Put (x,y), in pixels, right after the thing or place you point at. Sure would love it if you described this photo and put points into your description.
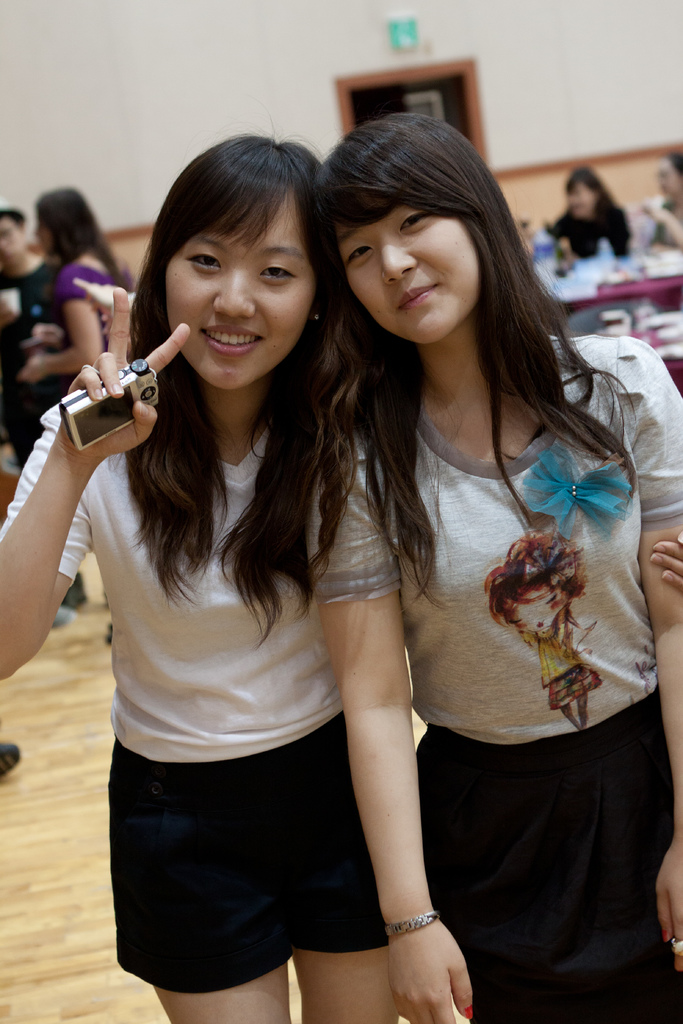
In the image we can see two girls (436,552) standing, they are wearing clothes (327,582) and they are smiling. This girl (239,480) is holding an object (108,412) in her hand (74,381), this is a floor (45,878). Behind them there are many people (53,237) standing and some of them are sitting, this is a wall (610,65).
